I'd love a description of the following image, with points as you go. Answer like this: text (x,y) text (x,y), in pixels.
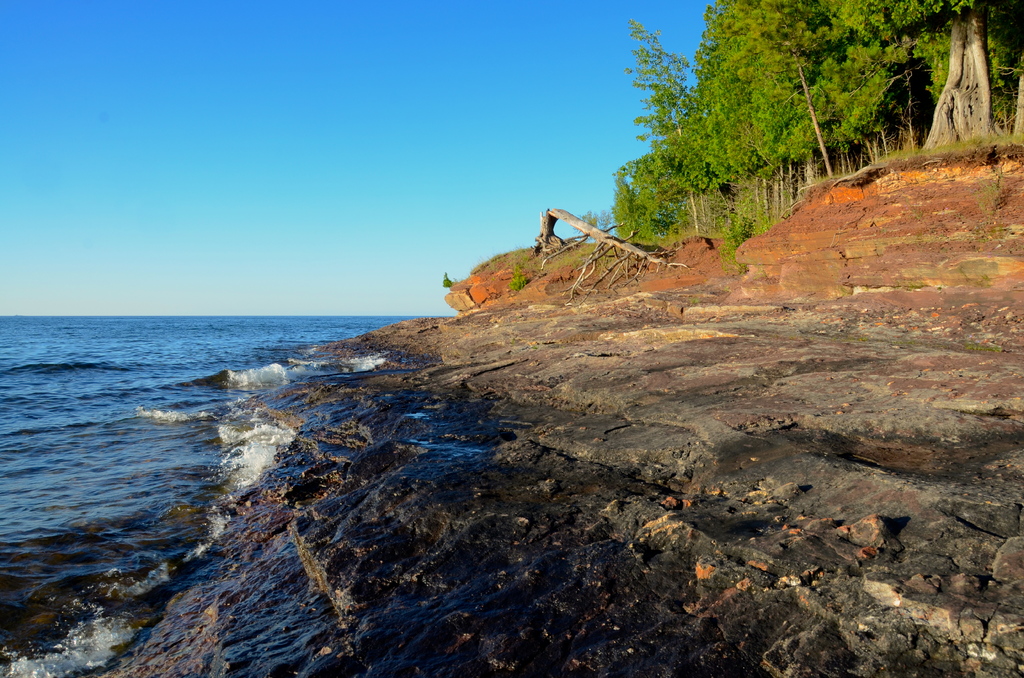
Here on the left side (159,370) we can see water (230,399) and on the right side (793,434) we can see rock (647,472) and trees (679,198) on the ground (981,425) and this is a sky (211,224).
